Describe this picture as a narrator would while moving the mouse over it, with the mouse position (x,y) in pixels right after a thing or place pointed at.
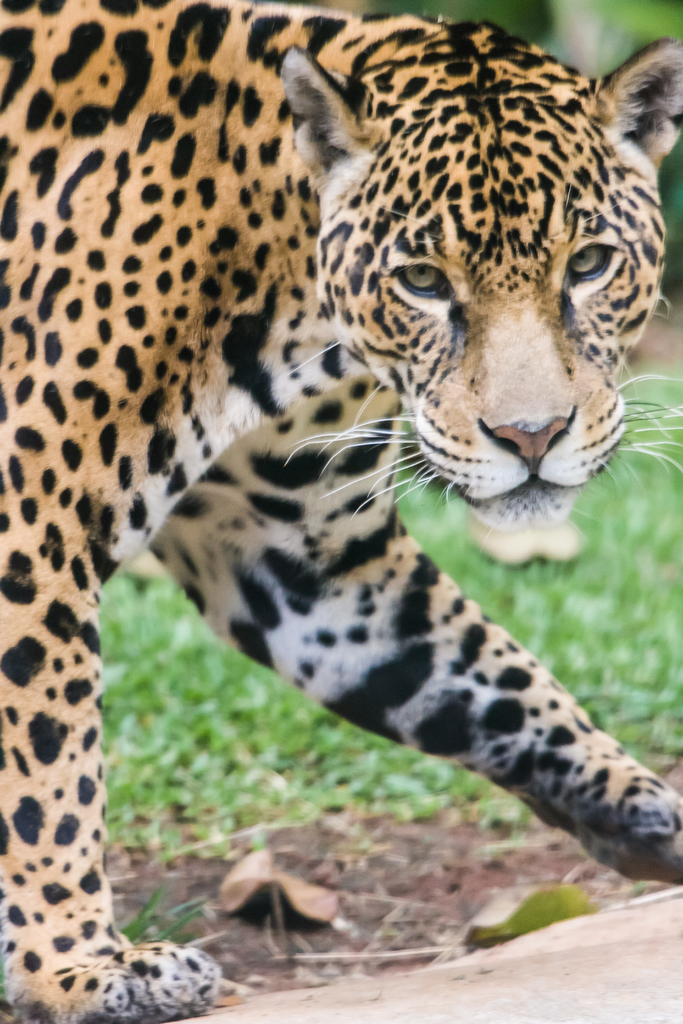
This image is taken outdoors. At the bottom of the image (441,986) there is a road (438,971). In the background (570,558) there is a ground (594,641) with grass (198,734) on it. In the middle of the image (345,405) there is a jaguar (441,636).
